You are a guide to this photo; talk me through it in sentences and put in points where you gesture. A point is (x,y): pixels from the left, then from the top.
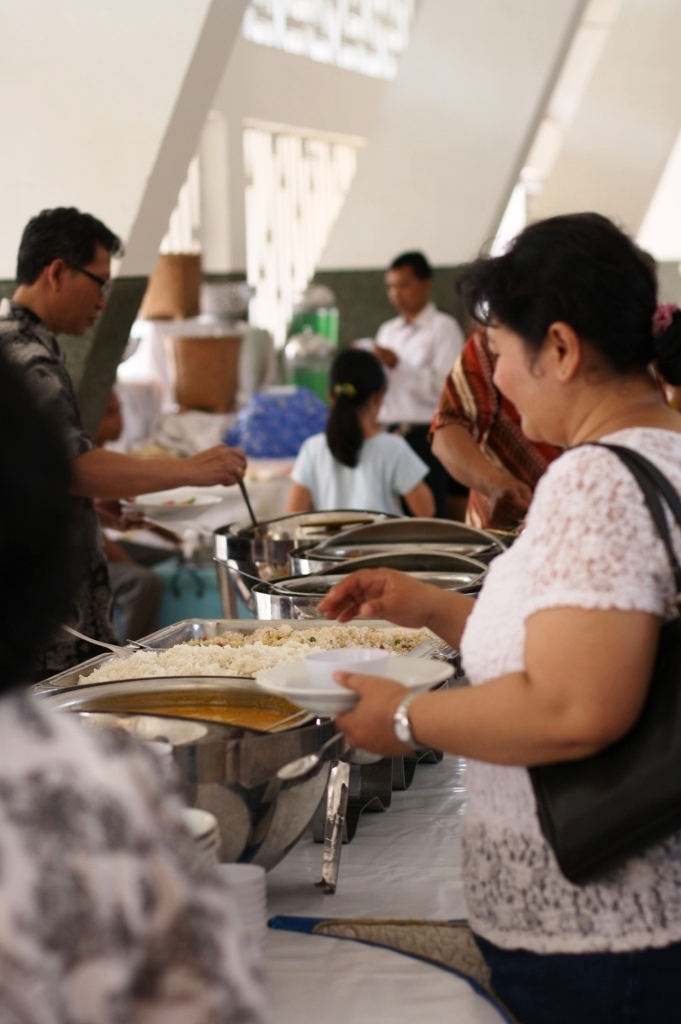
In this image we can see a woman (680,975) on the right side (524,395). She is holding a plate (424,670) in her left hand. Here we can see the watch (407,724). Here we can see the handbag (588,760) on the right side (623,761). Here we can see the food items (256,655) in a stainless steel bowls (307,605). Here we can see the tables (383,922) which are covered with a white cloth (417,915). Here we can see a man (95,280) on the left side (112,477). In the background (361,436), we can see three persons (480,418).
